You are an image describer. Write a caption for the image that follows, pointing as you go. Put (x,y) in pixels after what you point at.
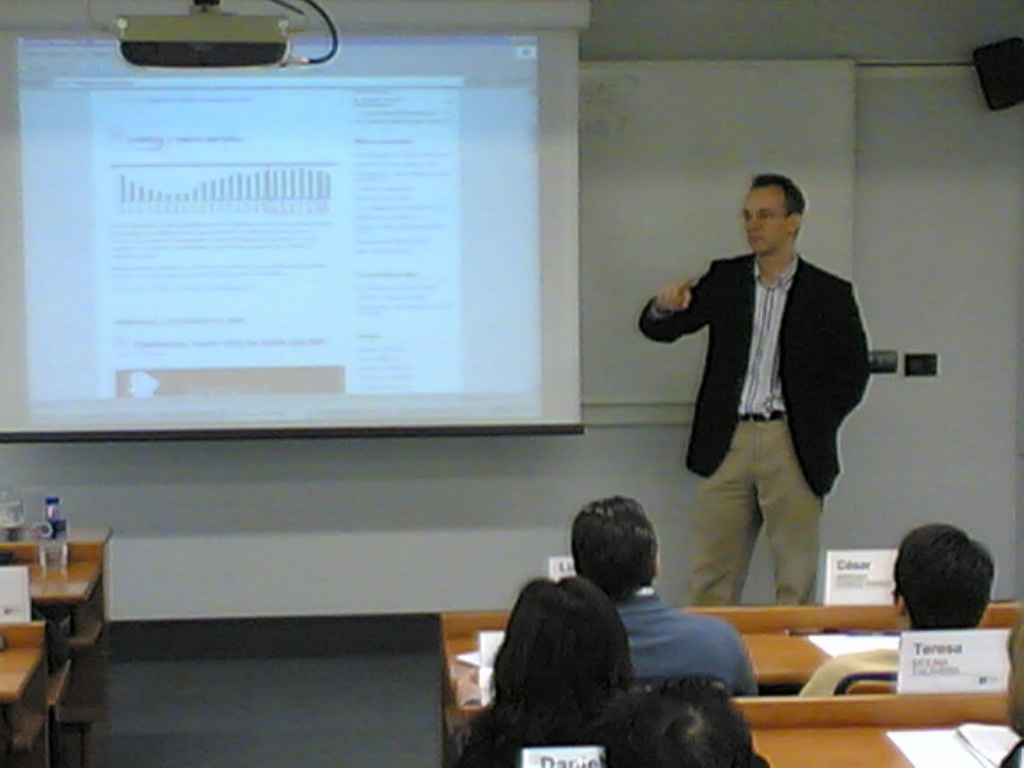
In this image, we can see a person (754,473) is standing beside the screen (414,280). Background (668,150) there is a board (676,177), wall (936,189), speaker (1005,83), few objects (873,364). Top of the image (254,47), there is a projector (281,42). At the bottom (280,703), we can see the floor (293,703), few people (745,674) are sitting on the benches (833,714). Here we can see few objects (481,640) and bottles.
